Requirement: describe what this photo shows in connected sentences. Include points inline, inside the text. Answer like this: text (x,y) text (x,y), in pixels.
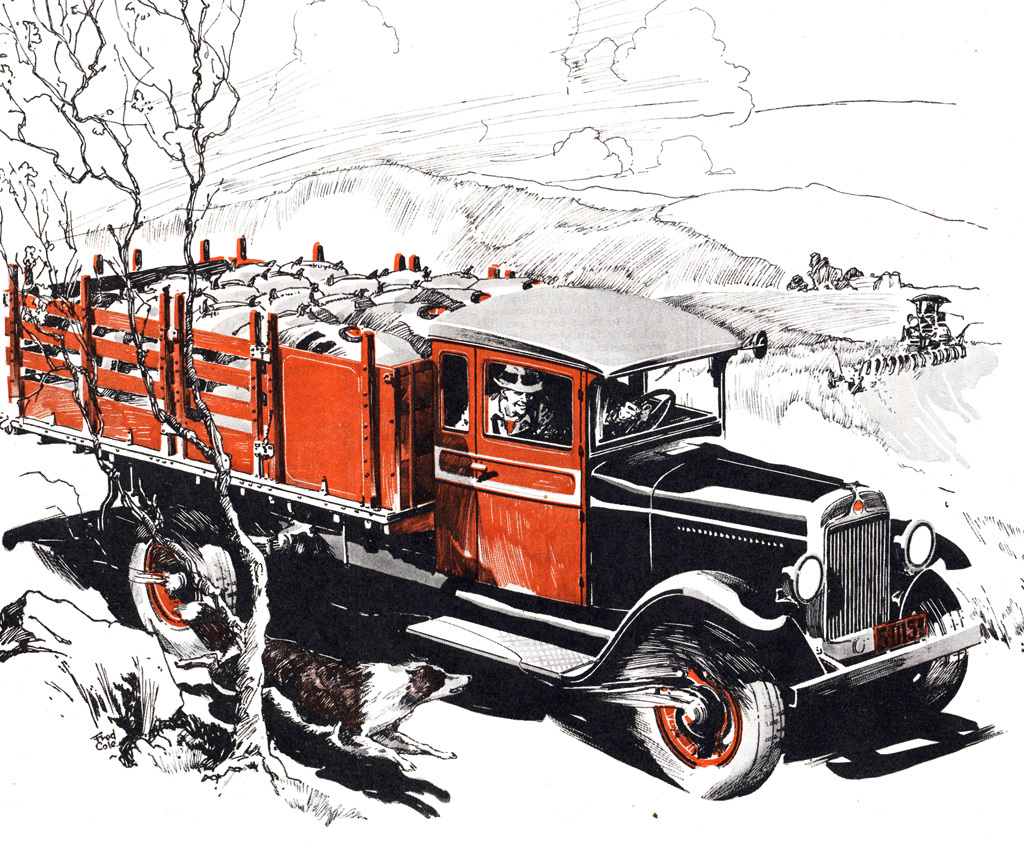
Here we can see a cartoon image, in this picture we can see a truck (655,579) and a dog (352,708) in the front (483,630), there is a person (508,418) in the truck (450,448), we can also see some bags (314,321) in the truck (409,369), in the background (95,65) there are trees (172,146).
